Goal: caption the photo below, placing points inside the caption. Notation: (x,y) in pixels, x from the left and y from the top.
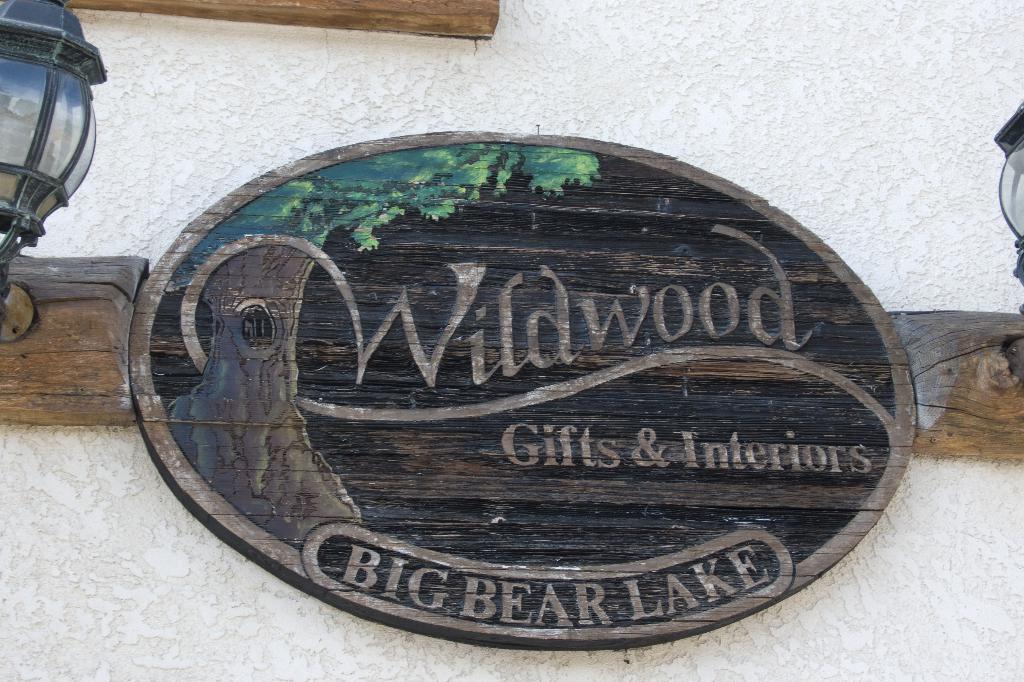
In this picture there is a board (238,513) on the wall (874,192), there is text (814,333) and there is a painting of a tree (369,237) on the board (572,496). There are lights (6,116) on the wall (980,198).
